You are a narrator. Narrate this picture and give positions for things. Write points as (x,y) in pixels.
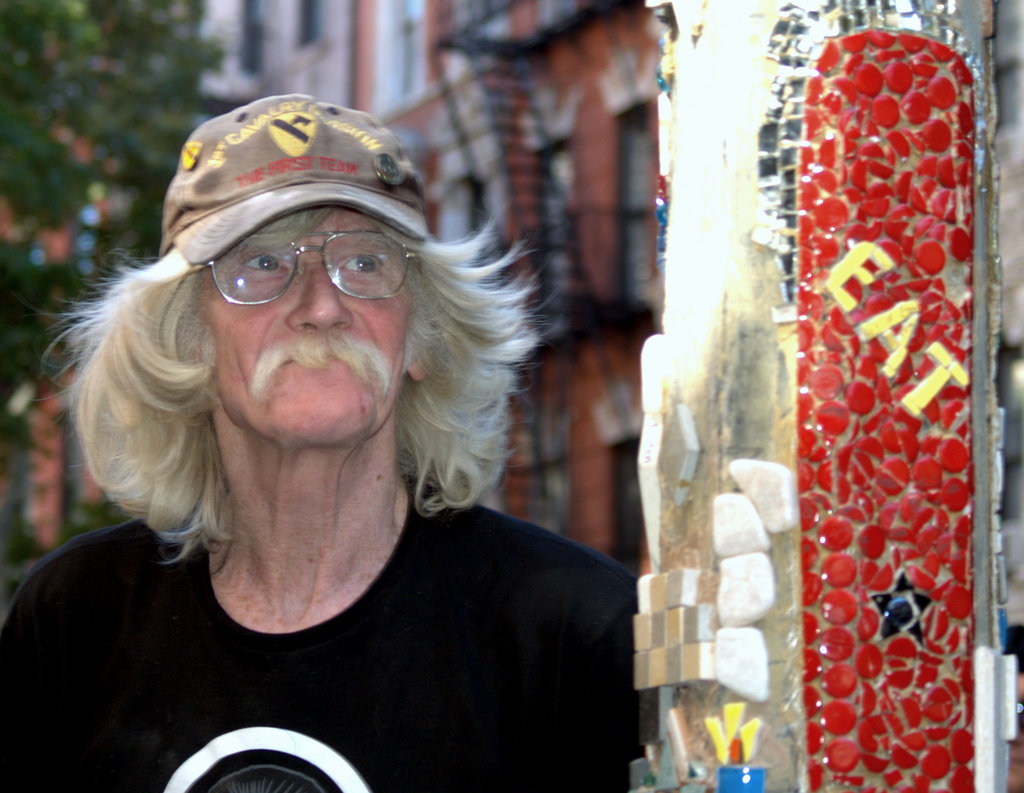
In front of the image there is a person (456,497). Beside him there are letters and a few other objects (903,470) on the pole (727,320). In the background of the image (445,17) there are buildings (340,64) and trees (44,46).
